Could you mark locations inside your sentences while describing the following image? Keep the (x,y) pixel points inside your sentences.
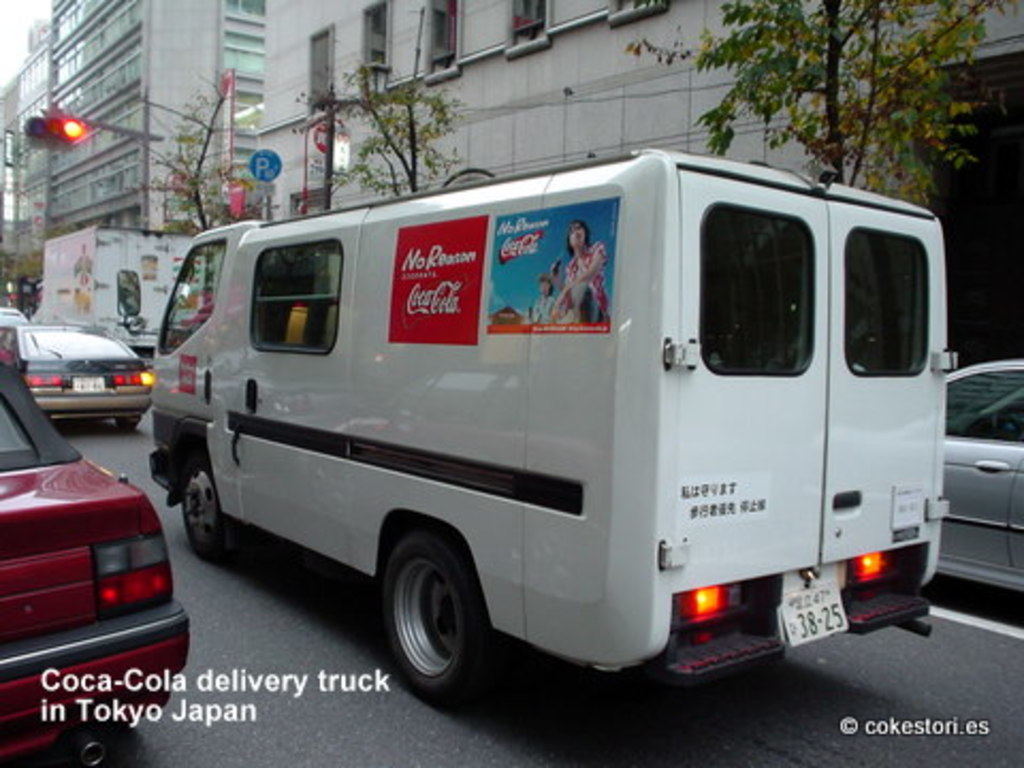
In this image, we can see vehicles (692,578) on the road (417,736). In the background (88,143), we can see the buildings (586,126), walls (603,148), glass objects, trees (358,185), poles (326,175), traffic signal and boards (233,140). At the bottom of the image (947,726), we can see the watermarks (947,726).
